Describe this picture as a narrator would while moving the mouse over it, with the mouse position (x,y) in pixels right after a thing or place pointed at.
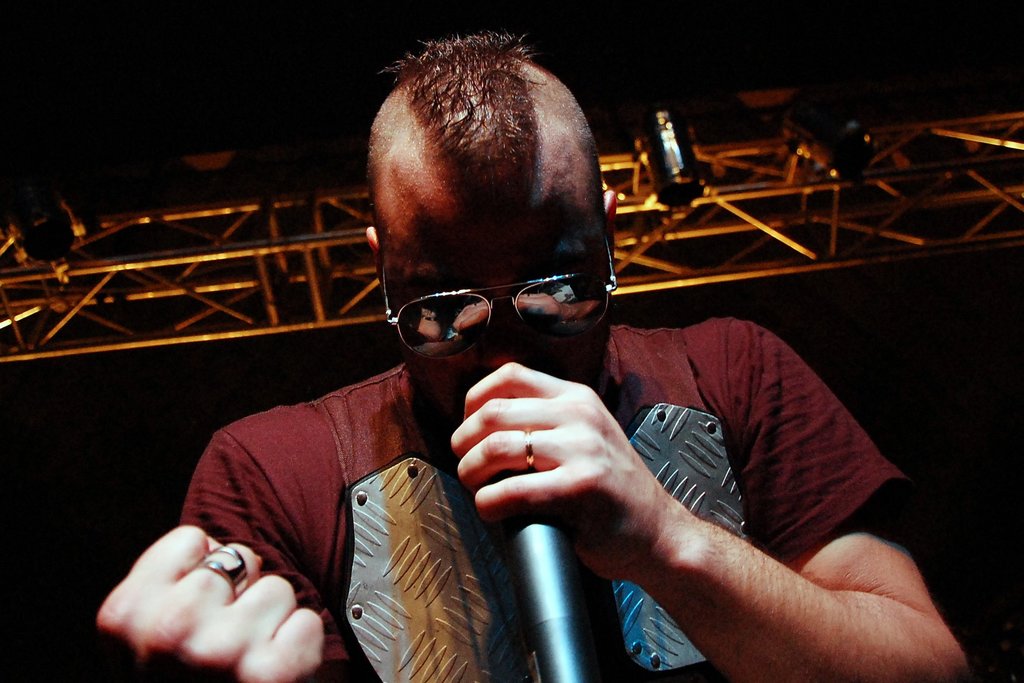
In this picture here is a man (408,172) standing and holding a microphone (549,527) in his hand (594,489) and singing, he is wearing a glasses (531,298), and above there is the light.
